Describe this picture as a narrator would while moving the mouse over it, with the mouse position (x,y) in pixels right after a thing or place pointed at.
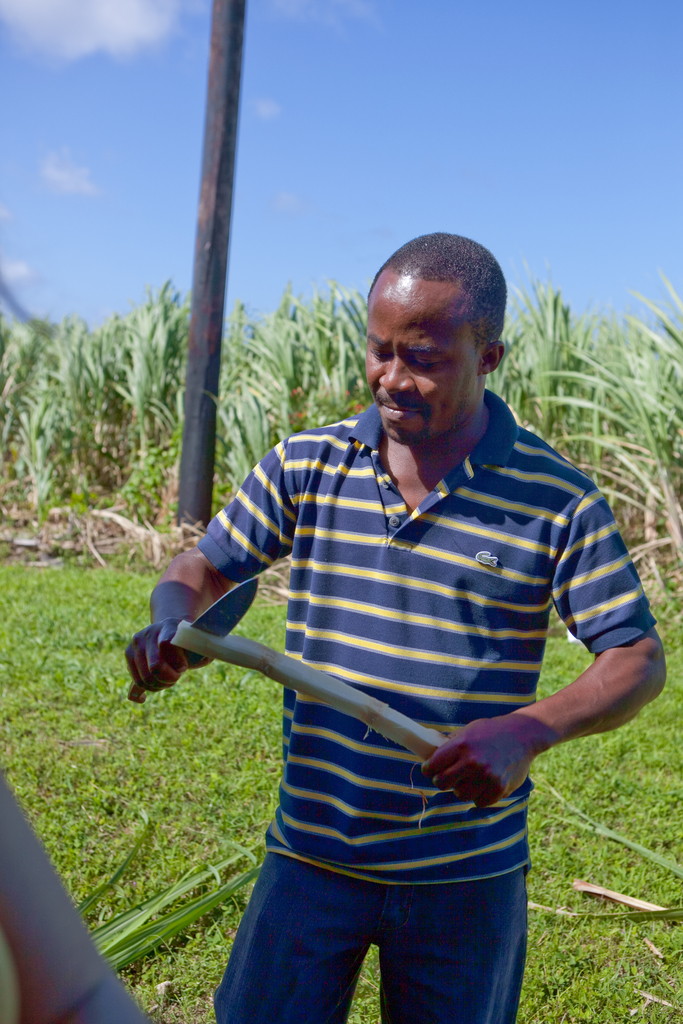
In this image, we can see a person (378,603) holding a knife (244,607) and a sugarcane (439,734). In the background (204,388), there are plants (258,371) and there is a pole (201,402). At the top (91,51), there are clouds (58,56) in the sky (125,100).
